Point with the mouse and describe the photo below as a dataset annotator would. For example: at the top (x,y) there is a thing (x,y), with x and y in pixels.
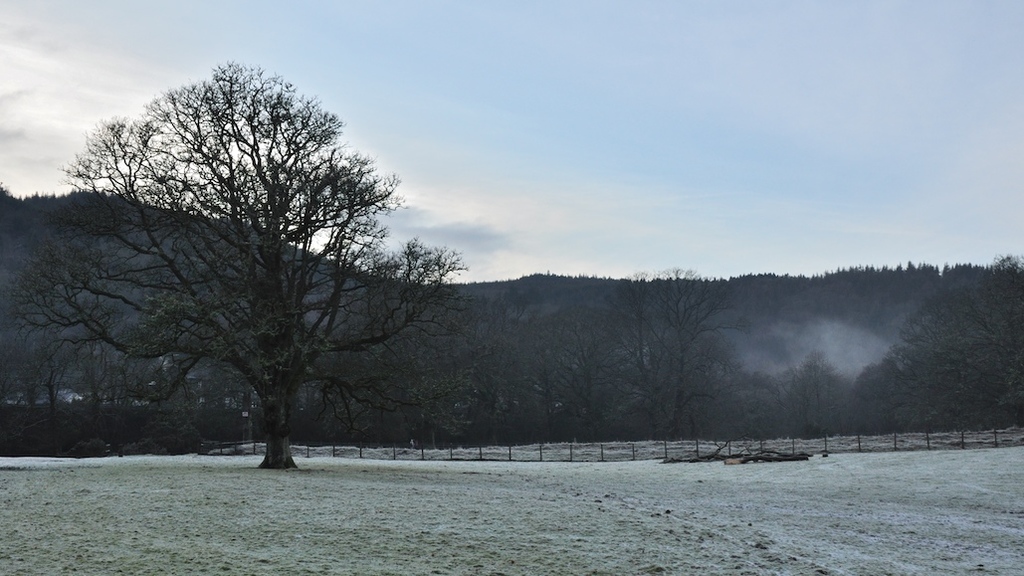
In the picture we can see a frosty grass surface (475,528) on it, we can see a tree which is dried and behind it, we can see some railing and behind it also we can see some trees (611,396), hills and sky (91,93) with clouds (68,89).
